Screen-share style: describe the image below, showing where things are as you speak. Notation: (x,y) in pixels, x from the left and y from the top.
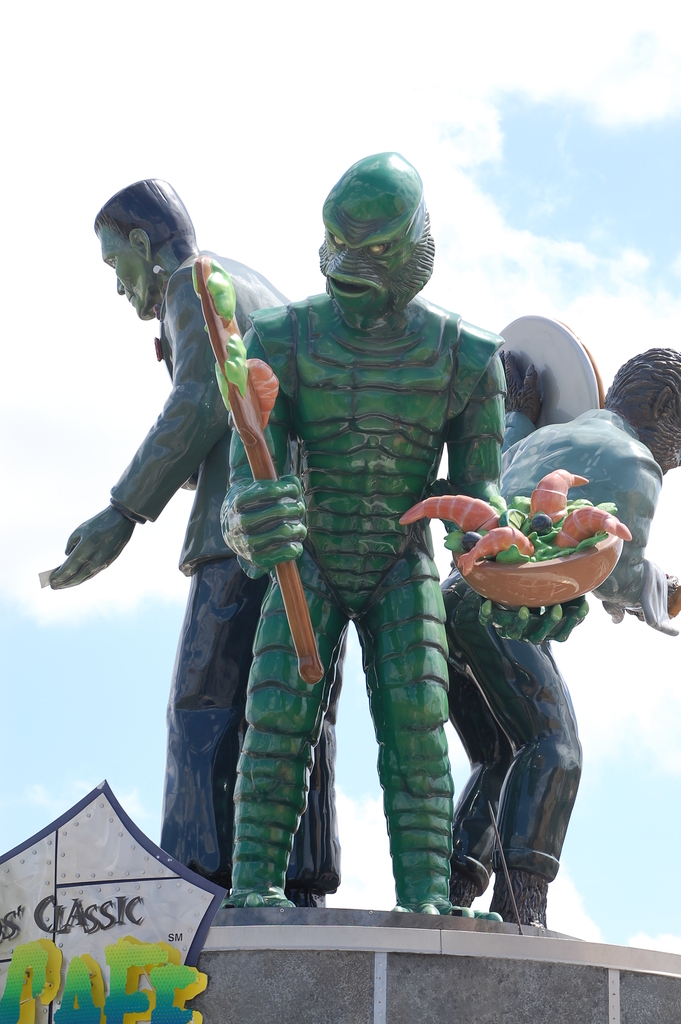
In front of the picture, we see a green color statue (253,779), which is holding a stick (209,322) and a bowl (502,587) containing vegetables (525,542). Beside that, we see two statues (168,838). At the bottom (468,970), we see a grey color wall (377,936). In the left bottom (175,862), we see a board (98,903) in white color with some text (135,949) written in grey, green and blue color. In the background (282,278), we see the clouds (290,221) and the sky (621,716).
